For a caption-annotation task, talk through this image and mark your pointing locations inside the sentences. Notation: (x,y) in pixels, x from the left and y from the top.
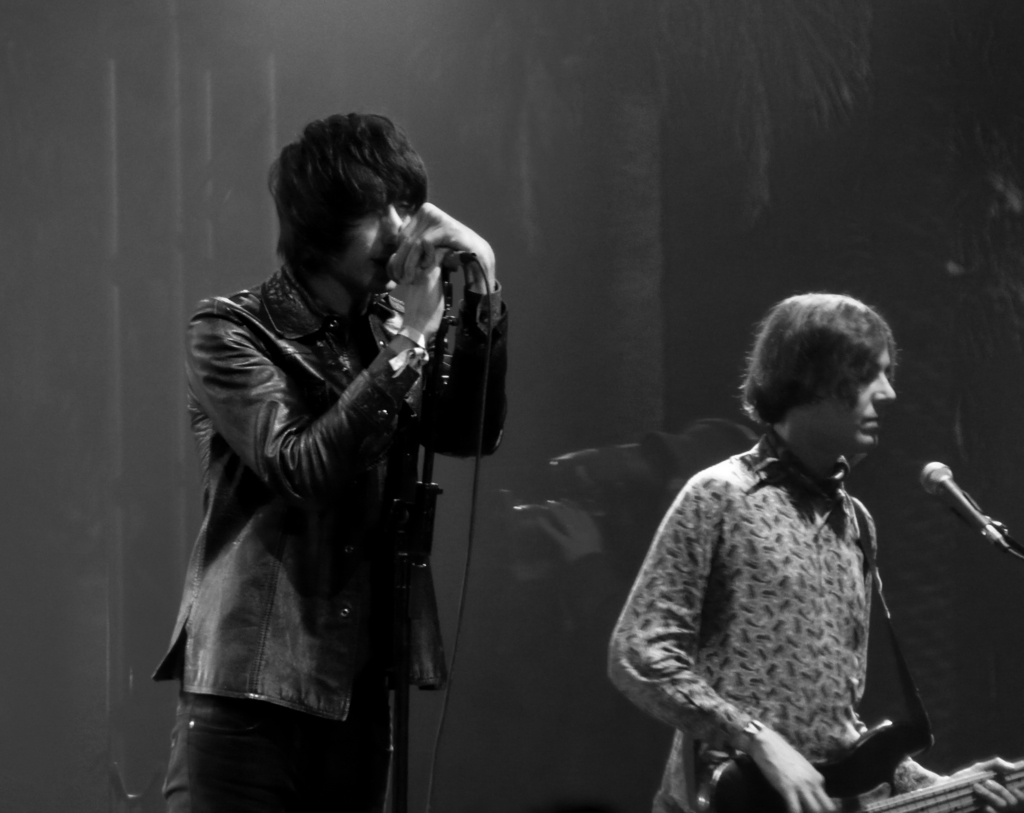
Here we see a man (368,528) standing and singing with the help of a microphone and a other man (922,775) playing guitar (929,799).
